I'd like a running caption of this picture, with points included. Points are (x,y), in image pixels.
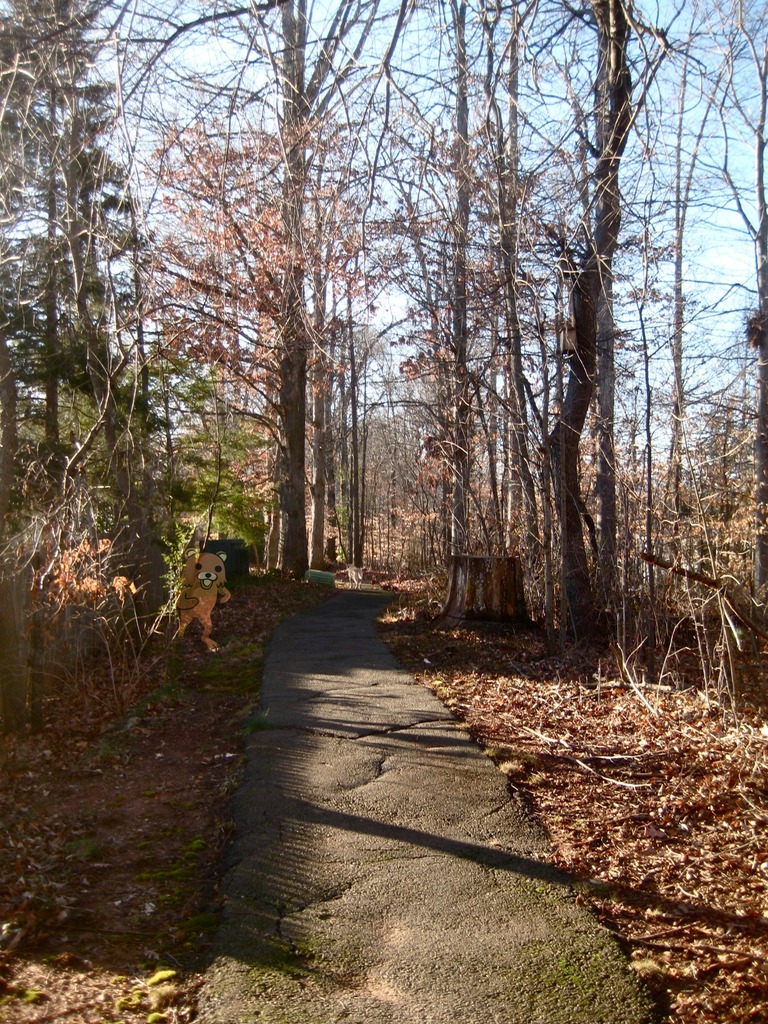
In this picture I can see there is a walk way (311,843) here and there are few dry leaves (694,862) here on to right (627,760) and left side (51,992). There is a picture (186,579) of a bear (186,591) here and there are few tree trunks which are cut and there are plants (101,590), trees (119,522) and the sky (629,43) is clear.
